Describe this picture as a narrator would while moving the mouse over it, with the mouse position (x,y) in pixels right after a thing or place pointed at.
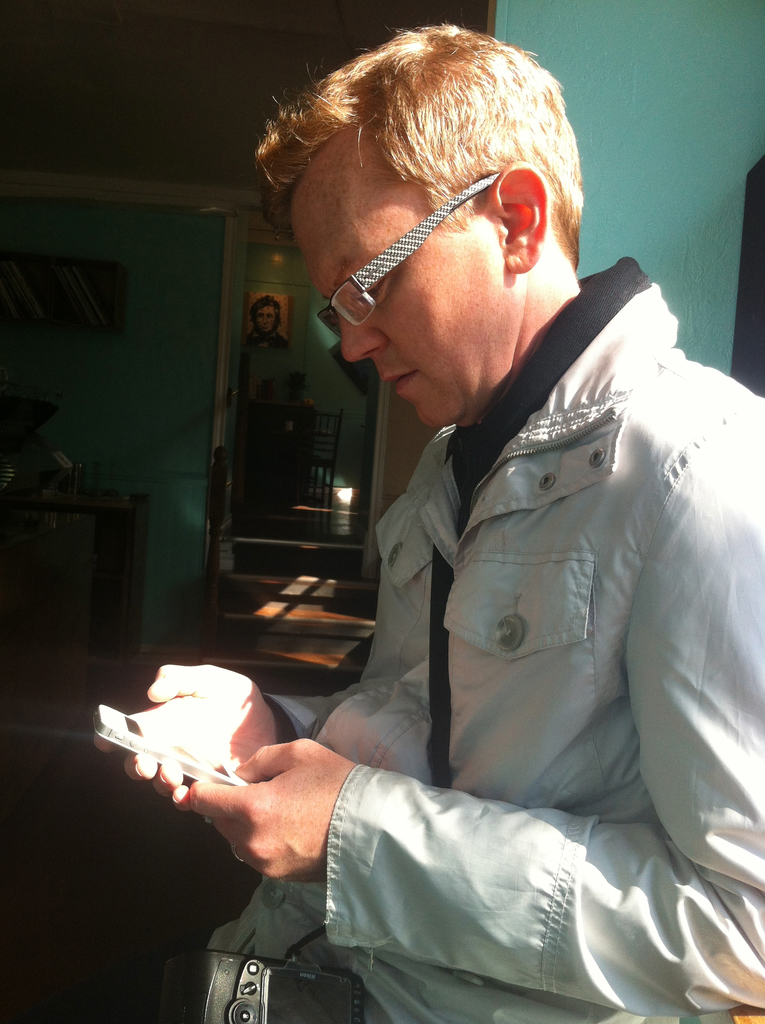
This man (450,516) is holding a mobile (106,722) and looking at this mobile (166,746). Picture (251,326) is on wall (276,284). In this rack (98,304) there are books (82,313). On this table (87,503) there are objects (10,469). Far there is a chair (328,433).
